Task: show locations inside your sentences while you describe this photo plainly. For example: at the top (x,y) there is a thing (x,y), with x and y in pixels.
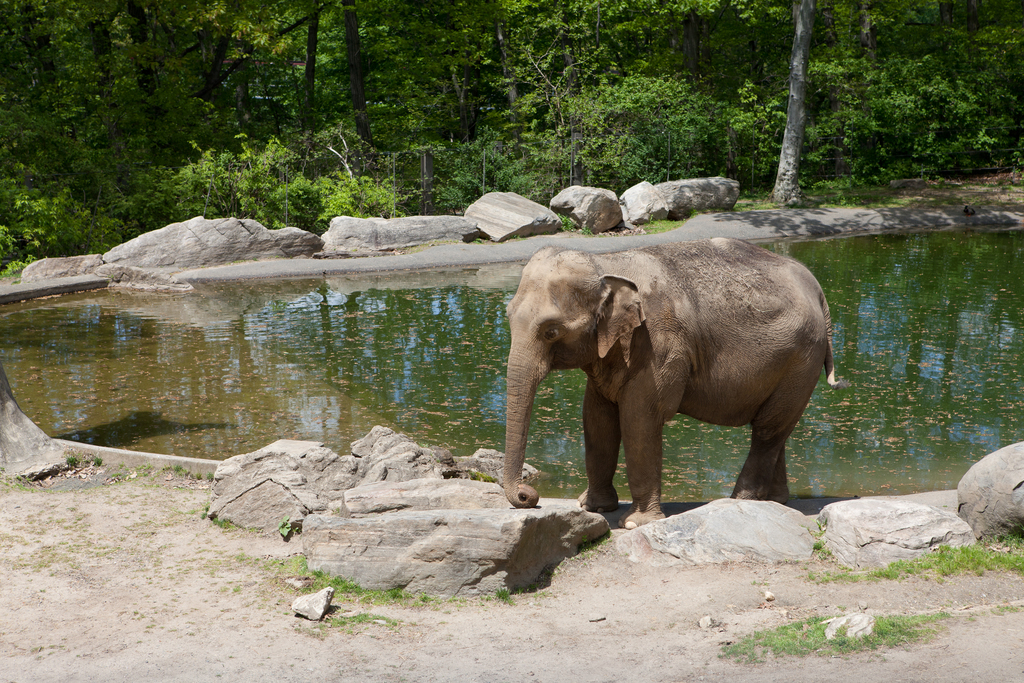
In this image there are trees (611,98) towards the top of the image (504,85), there is water (317,358), there are rocks (348,232), there is an elephant (676,347), there is grass (987,556), there are stones (332,591) on the ground (610,616).
